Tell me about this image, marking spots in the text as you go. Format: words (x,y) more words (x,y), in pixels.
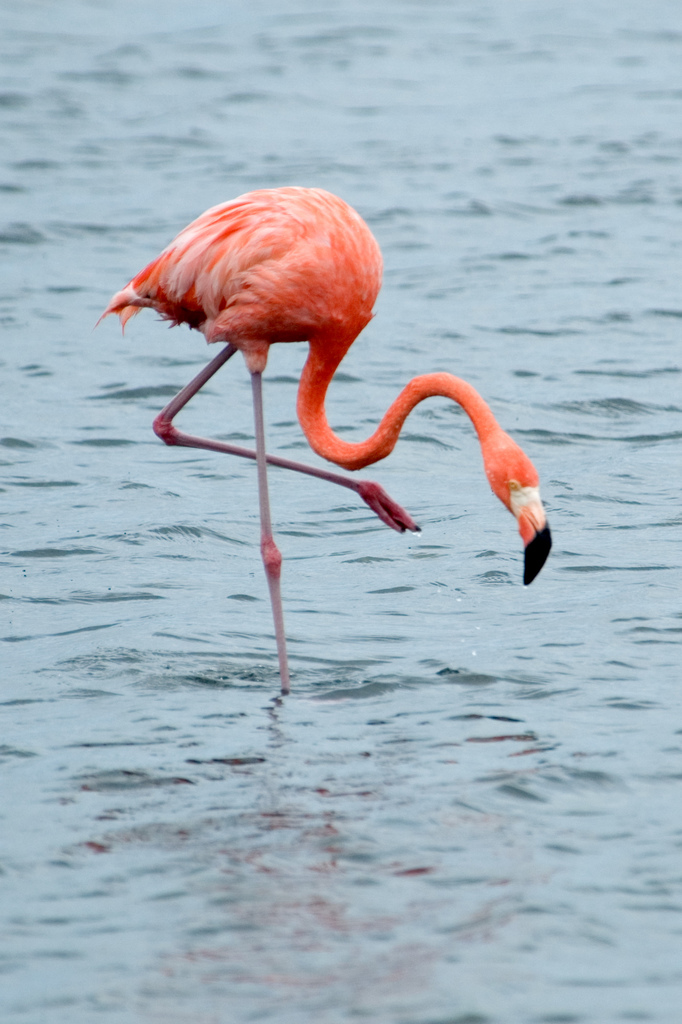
In this image in the center (314,413) there is a bird (319,403) standing in the water (330,521). In the background (333,102) there is water (443,117).
